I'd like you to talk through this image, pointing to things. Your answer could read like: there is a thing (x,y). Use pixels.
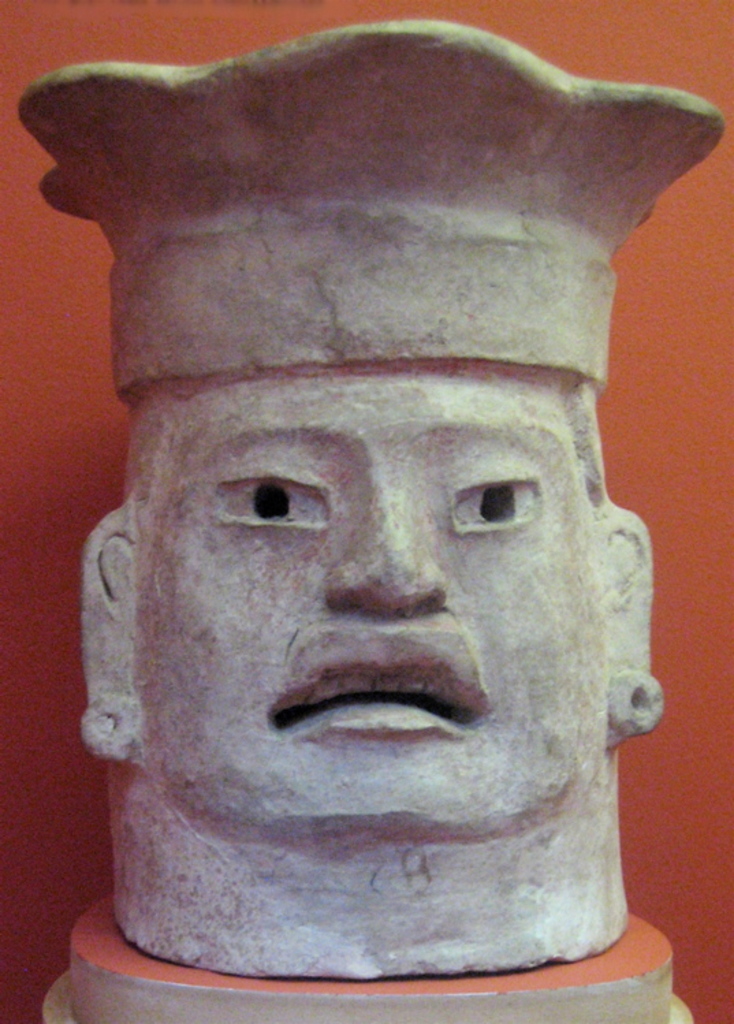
In the background (697,419) we can see the wall (697,419). In this picture we can see the carving (517,896) on the stone (272,737) which is placed on a pedestal (413,1014).
